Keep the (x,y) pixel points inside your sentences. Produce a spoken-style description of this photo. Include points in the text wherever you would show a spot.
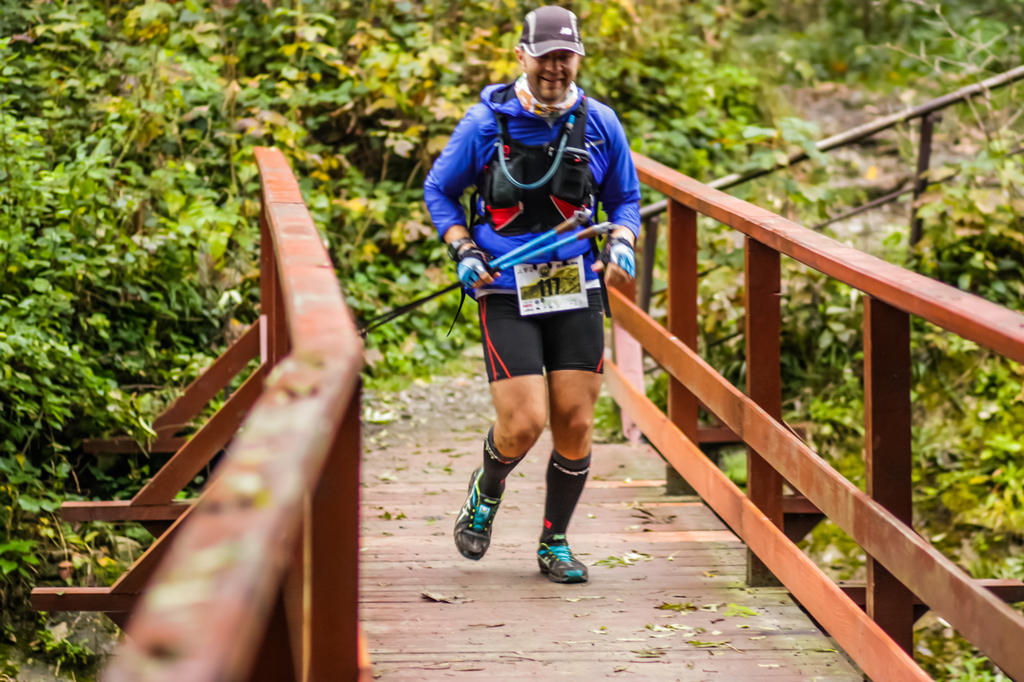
In the picture there is a person (526,322) walking on a bridge (437,514), he is holding two sticks (547,252) in his hand (492,255) and behind him there are many trees (32,401) and plants (38,389).
